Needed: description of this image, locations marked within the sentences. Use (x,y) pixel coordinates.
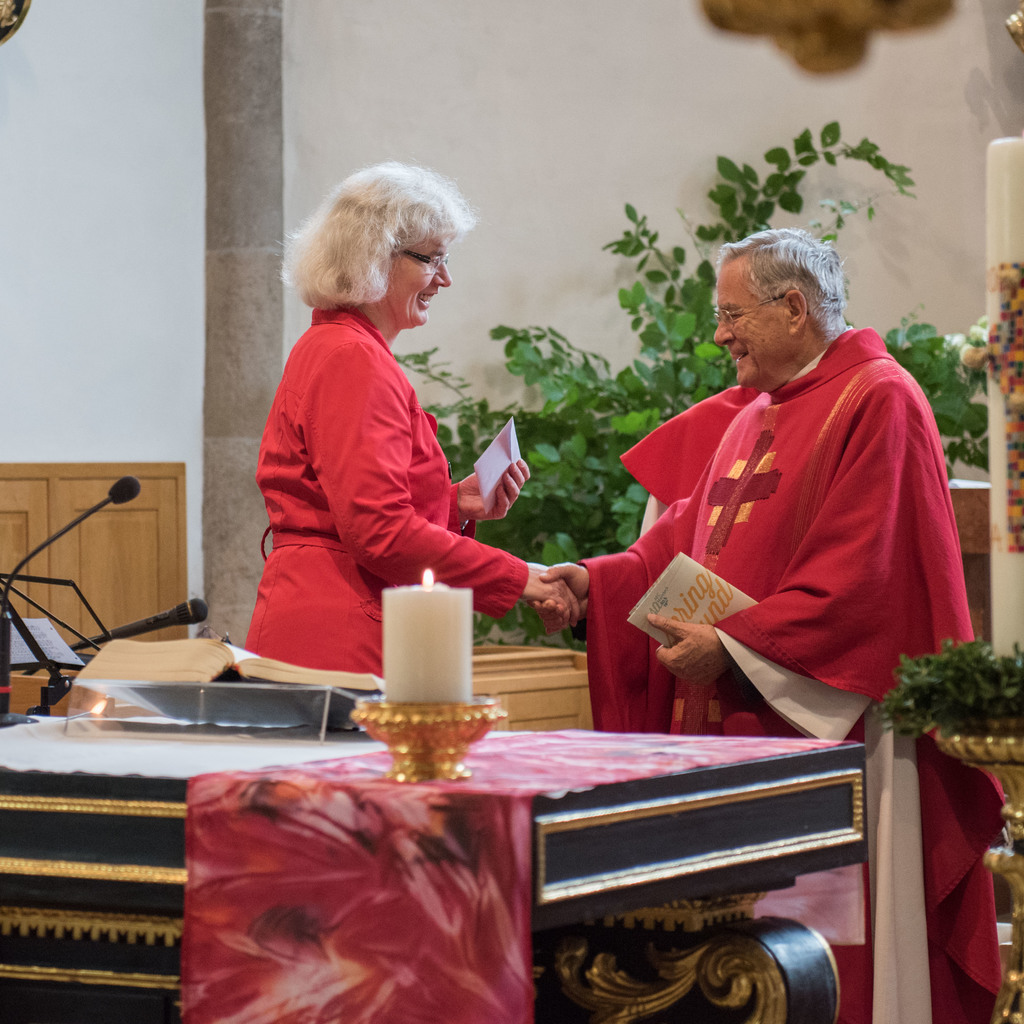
This picture is clicked inside. In the foreground (350,853) we can see the burning candle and some other items (183,766) are placed on the top of the table (383,839). On the left corner (85,499) there is a wooden cabinet (114,509) and microphones (3,590). In the center (426,480) we can see the two persons (359,421) wearing red color dresses (335,336), holding some objects (671,577), smiling and standing and shaking their hands (565,582). In the background (537,80) we can see the pillar (262,63), wall (481,121) and house plants (551,365) and some other items (1009,341).
